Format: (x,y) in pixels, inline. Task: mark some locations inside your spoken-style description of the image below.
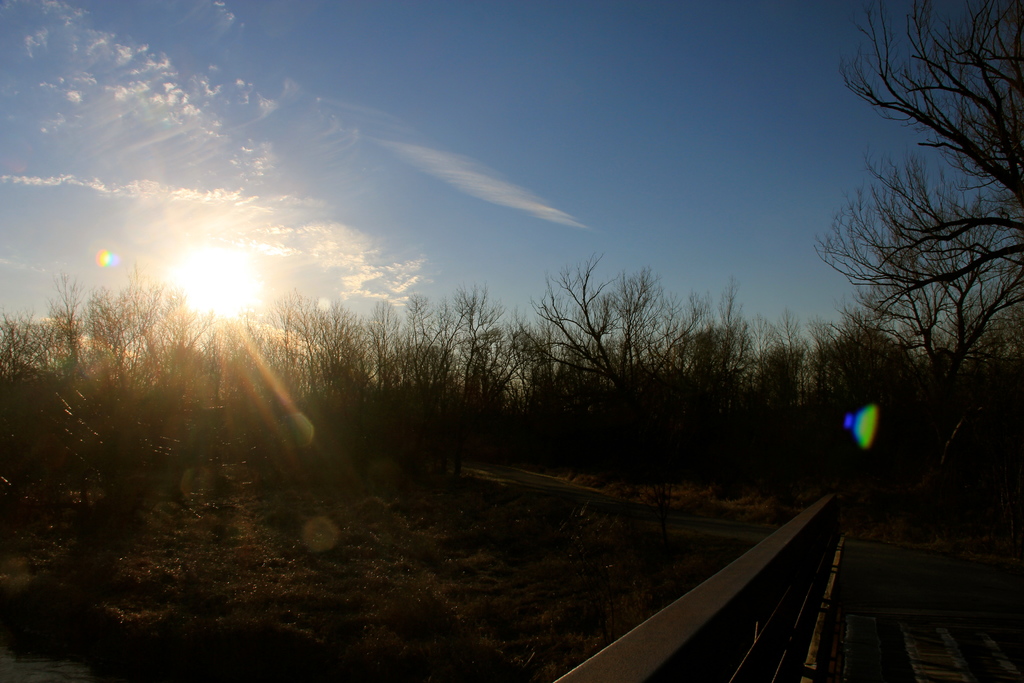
These are the trees (518,389). At the bottom of the image (264,578), I think this is the grass (401,569). I can see the sun (249,252) and the clouds (263,219) in the sky (681,107). This looks like a railing (825,626).
